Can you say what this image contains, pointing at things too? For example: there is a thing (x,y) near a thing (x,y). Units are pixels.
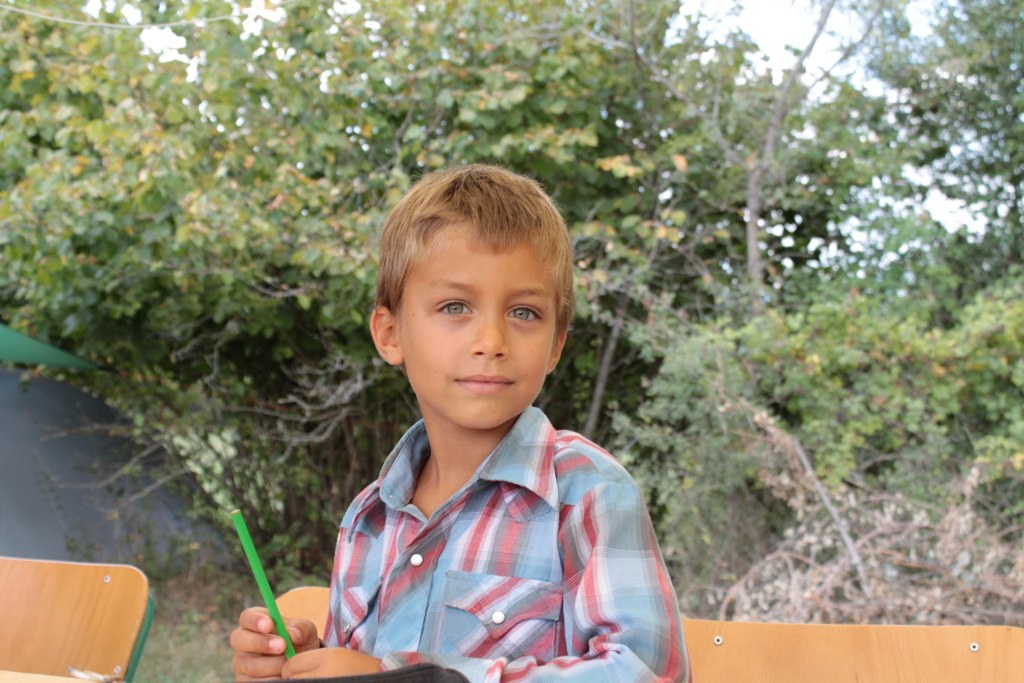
This image is taken outdoors. In the background (249,208) there are a few trees (744,414) and plants (814,459). In the middle of the image (552,290) there is a boy (399,509) sitting on the chair (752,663) and holding a pencil (269,608) in his hand (276,651). On the left side of the image (70,617) there is an empty chair (85,621) on the ground (165,634).
